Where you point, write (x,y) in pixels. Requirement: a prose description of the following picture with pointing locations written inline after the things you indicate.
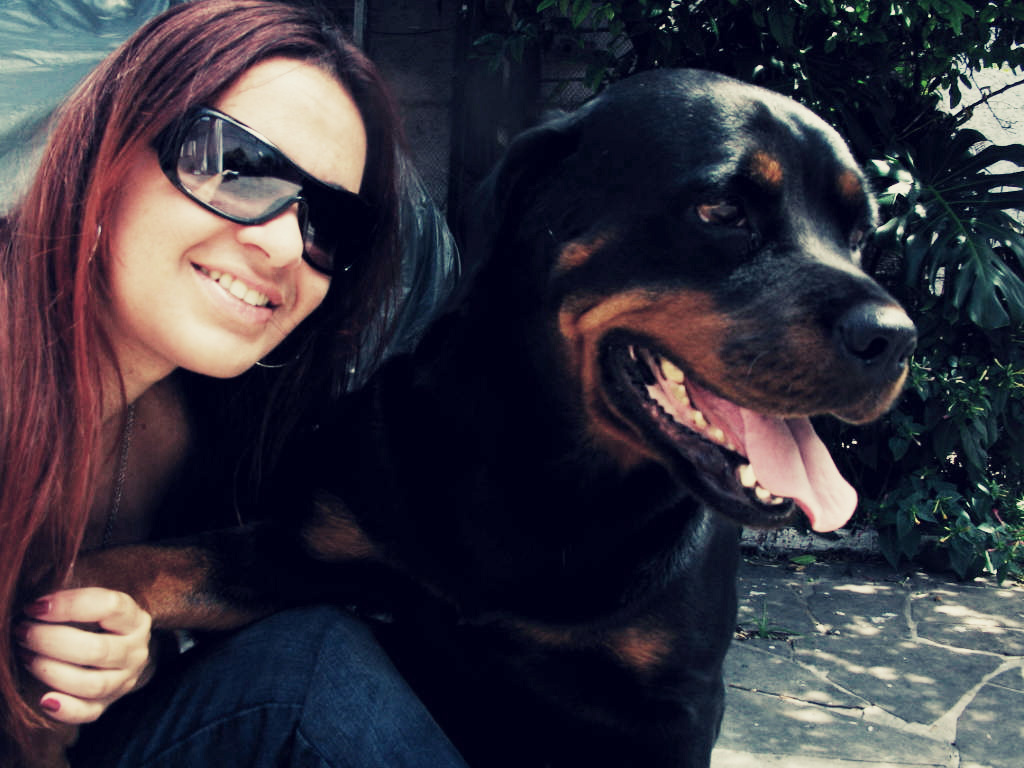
In this picture there is a woman (158,530) sitting on the ground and smiling. There is a dog (735,269) and a plant (957,294) at the background (978,382).
